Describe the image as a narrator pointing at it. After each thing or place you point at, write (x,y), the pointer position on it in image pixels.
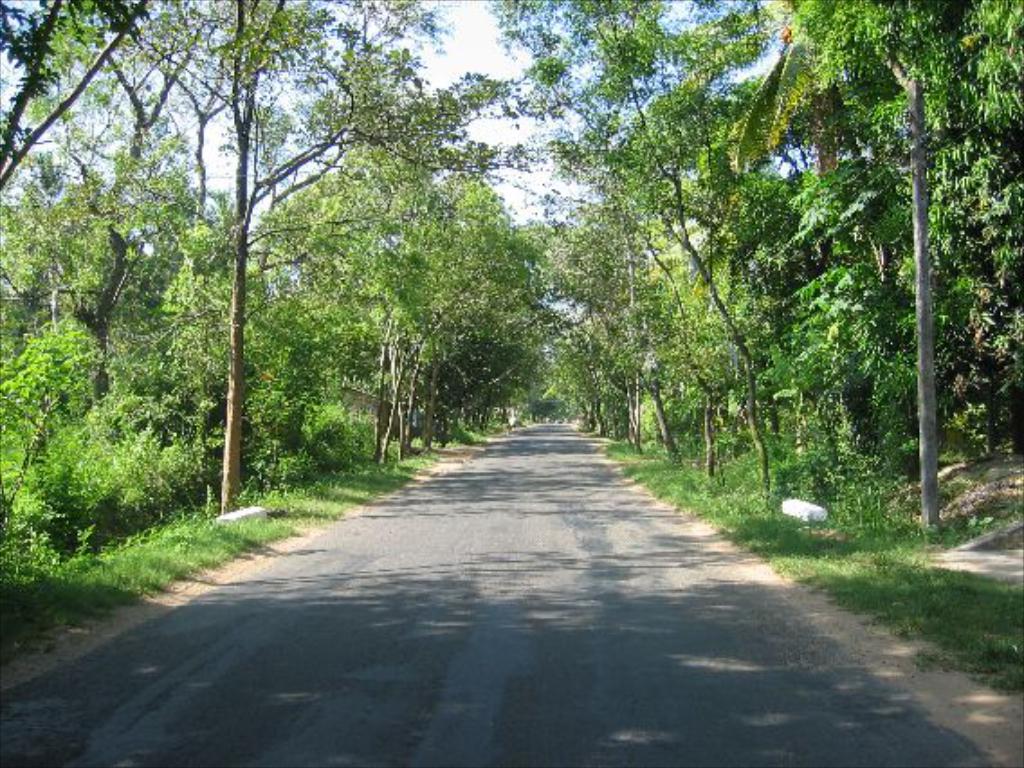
In this image I can see in the middle (553,425) it is the road (494,519), there are trees (395,434) on either side of this road (577,459). At the top (495,71) it is the sky (495,71).
